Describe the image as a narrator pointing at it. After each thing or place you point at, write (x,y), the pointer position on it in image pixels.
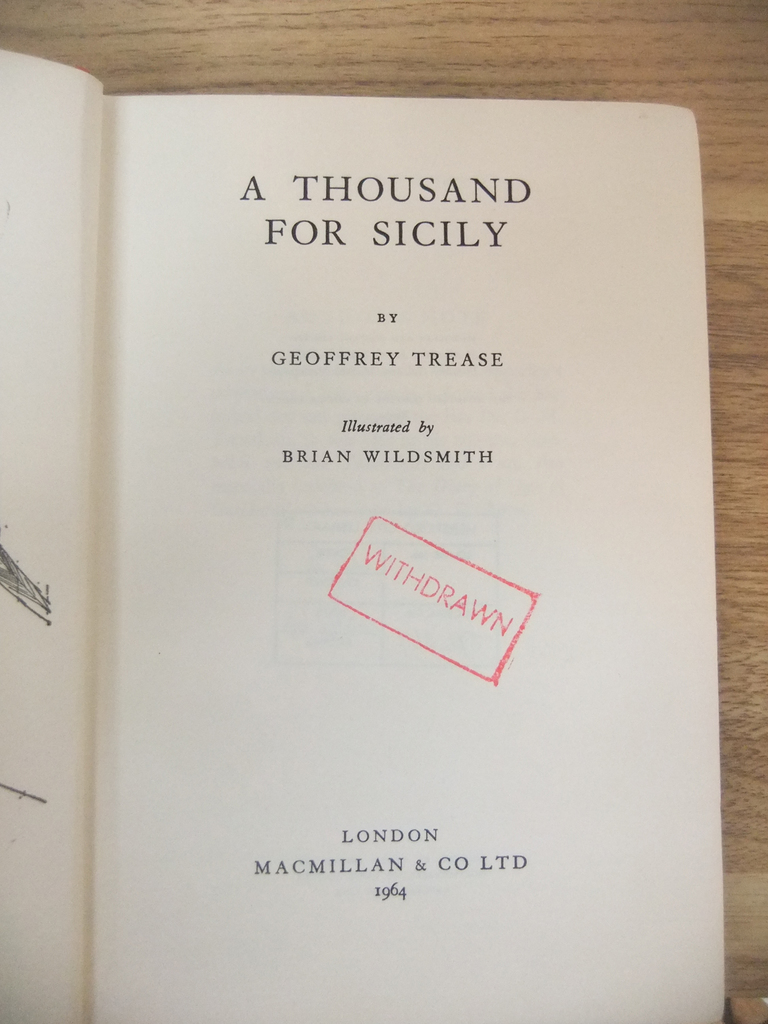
In this image we can see a book (623,607) opened which is placed on a wooden surface (748,373). In the book (445,645) we can see some text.
